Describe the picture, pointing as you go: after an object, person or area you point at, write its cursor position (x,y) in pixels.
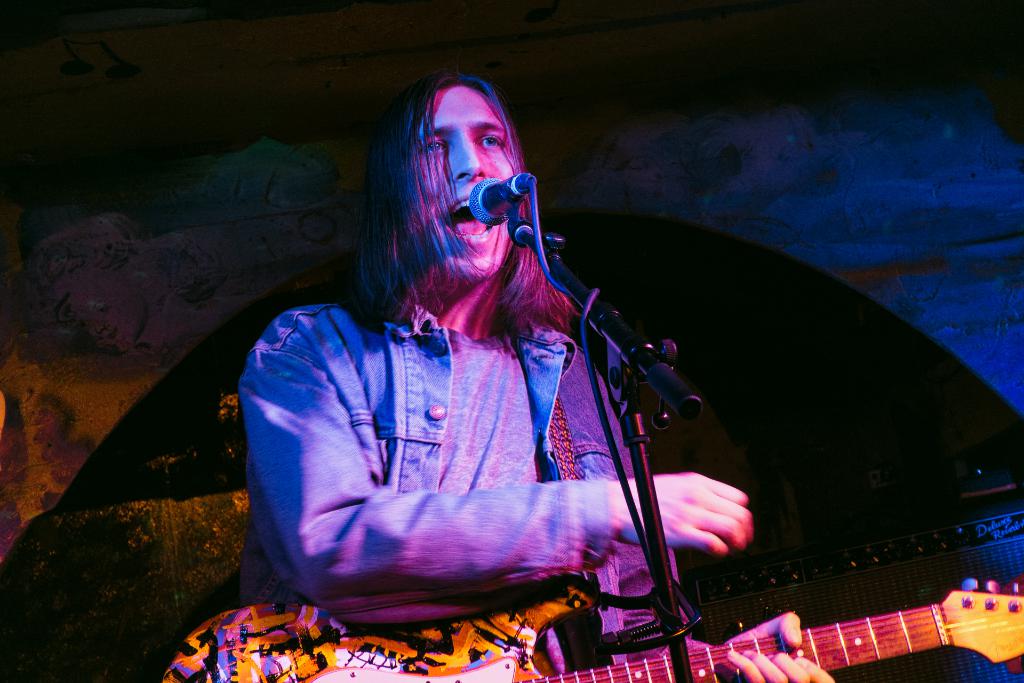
In this image we can see a person (541,449) standing and holding a guitar (415,658). There is a mic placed on the stand (675,681). In the background (687,101) there is a board (278,172).
